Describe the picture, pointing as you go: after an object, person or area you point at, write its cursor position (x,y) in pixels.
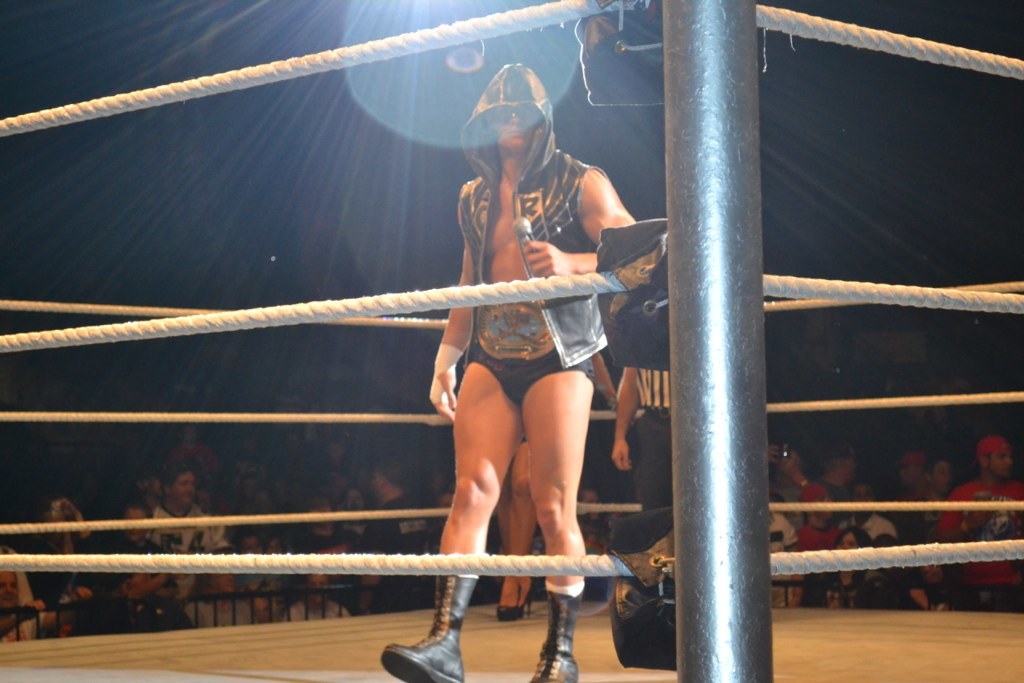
In the center of the image (441,380) there is a person (504,131) wearing a jacket (536,218) and holding a mic (522,226). He is standing in a wrestling ring (69,678). In the background of the image (930,488) there are people (395,484). There is a fence (198,593).
